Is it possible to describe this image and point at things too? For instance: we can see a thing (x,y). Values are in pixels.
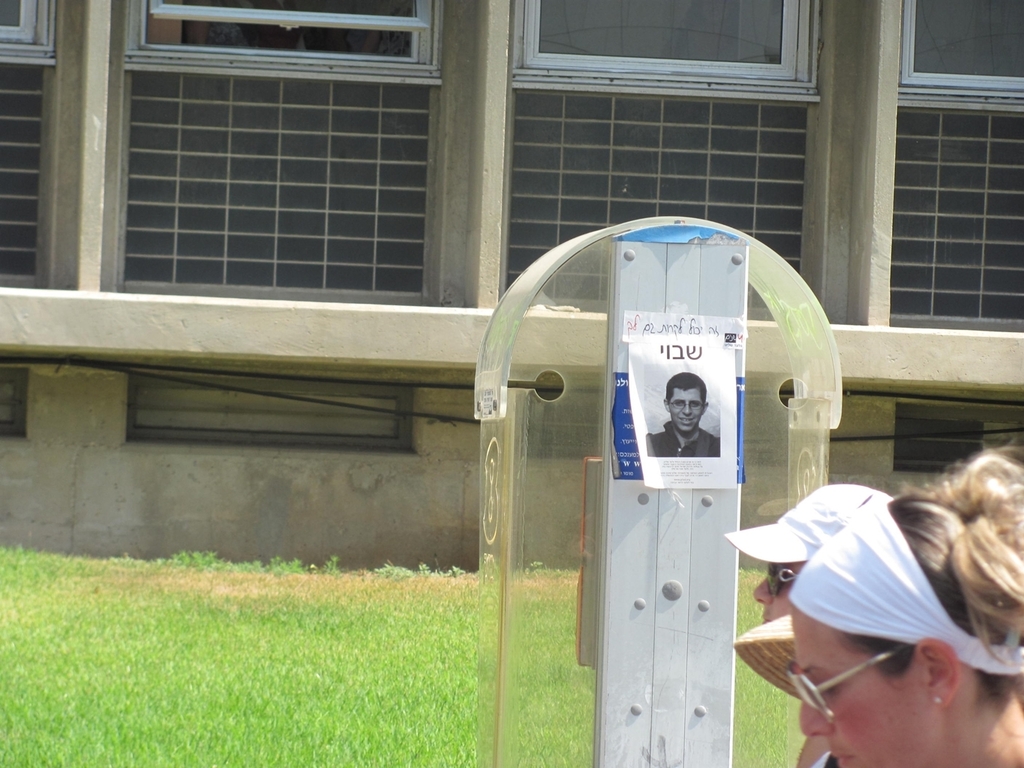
In this picture we can see people (881,666), here we can see posts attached to an object (599,626) and in the background (167,644) we can see grass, wall (273,339), windows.
